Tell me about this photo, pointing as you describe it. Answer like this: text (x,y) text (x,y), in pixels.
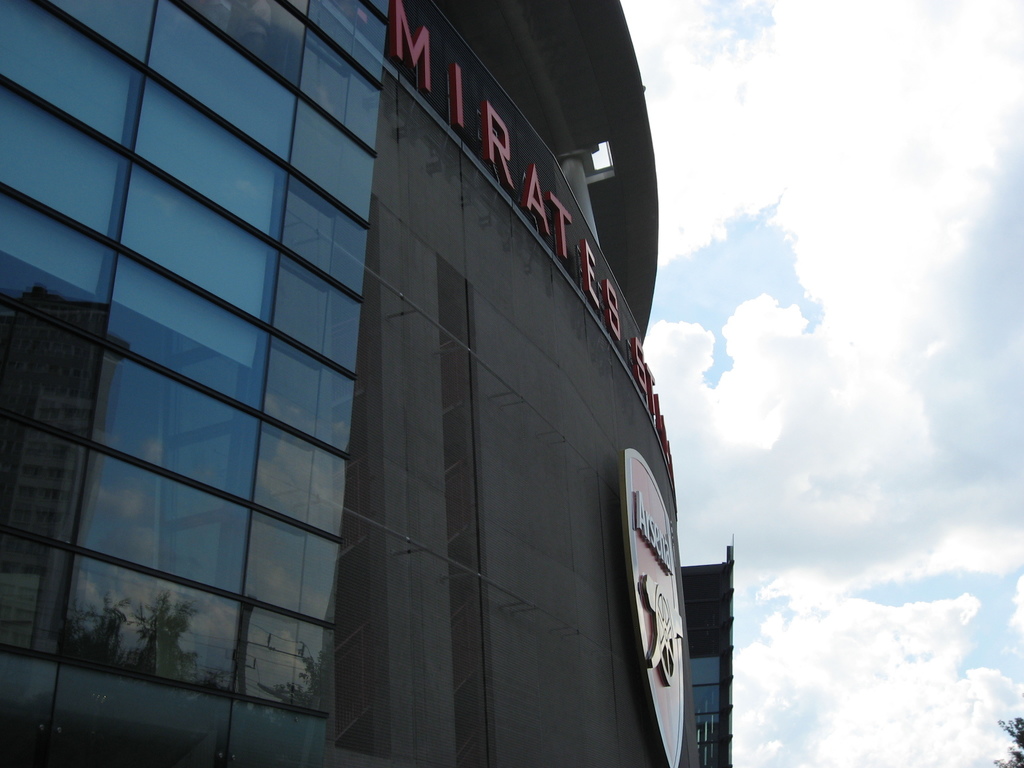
In this image we can see a building (557,382) with board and text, on the right of the image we can see a tree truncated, in the background (648,340) we can see the sky (690,468) with clouds (675,12).
